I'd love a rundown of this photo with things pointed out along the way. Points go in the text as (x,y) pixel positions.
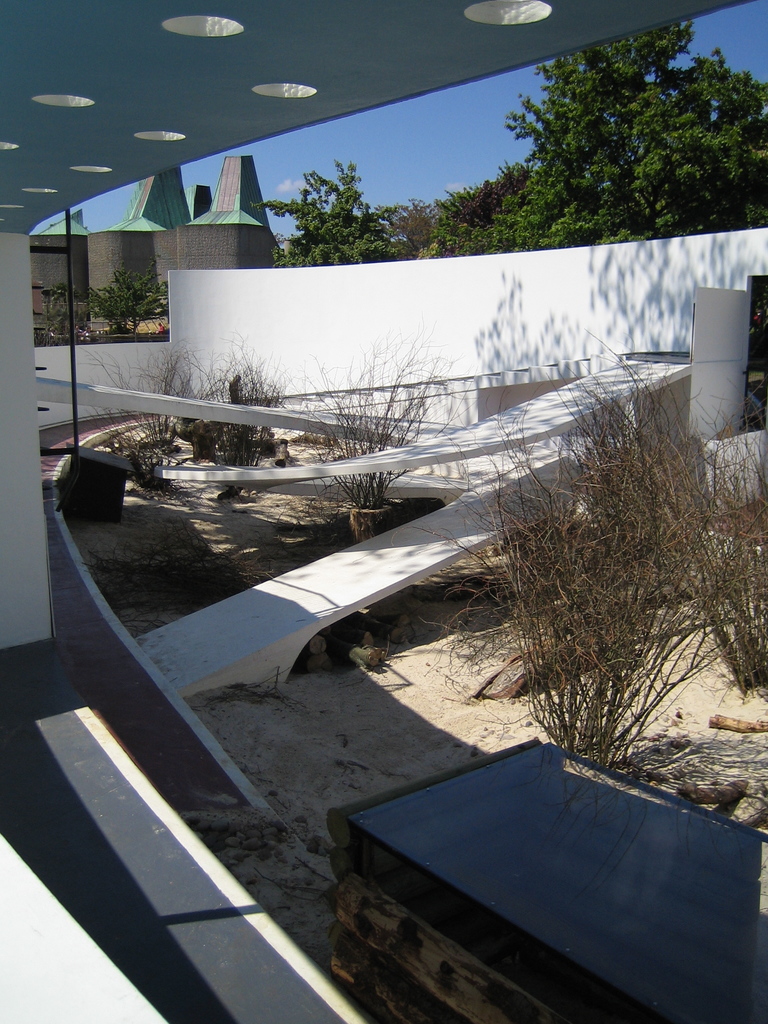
In this image we can see buildings (100,233), wall (189,347), plants (624,537), trees (533,191), sky (498,147) and clouds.
